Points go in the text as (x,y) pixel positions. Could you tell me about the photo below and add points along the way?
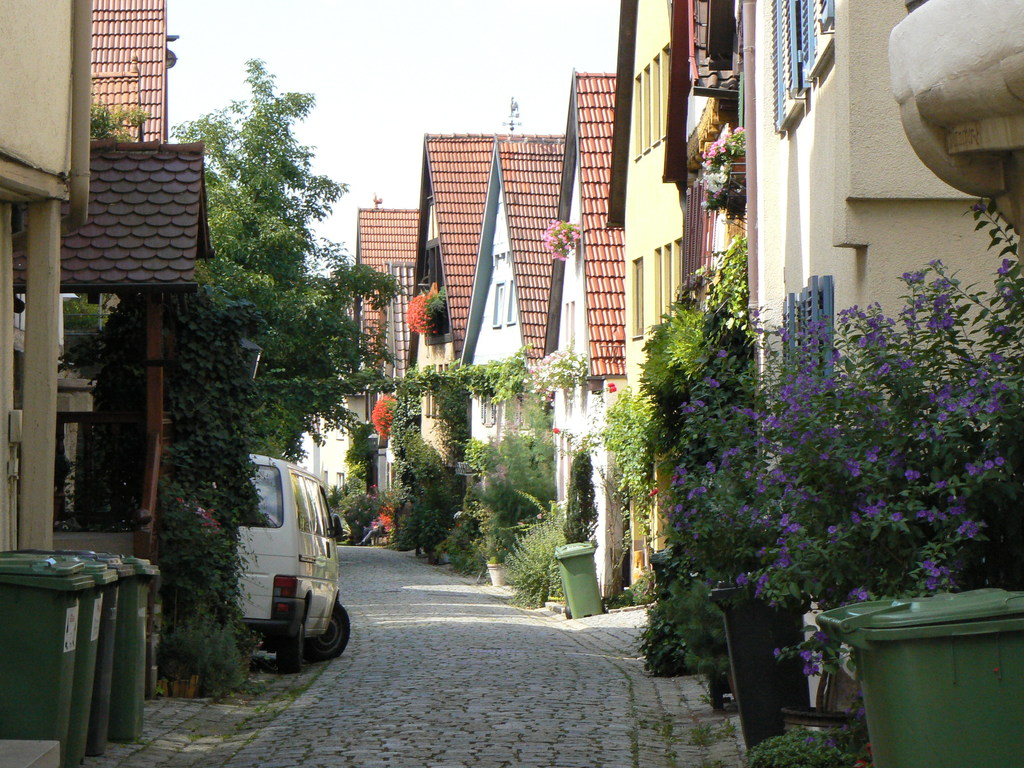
In the picture we can see a path way (315,675) and on the either sides we can see houses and a vehicle (275,532) which is white in color and we can see some plants (471,535) near the houses (203,192), and in the background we can see a sky (391,126).
